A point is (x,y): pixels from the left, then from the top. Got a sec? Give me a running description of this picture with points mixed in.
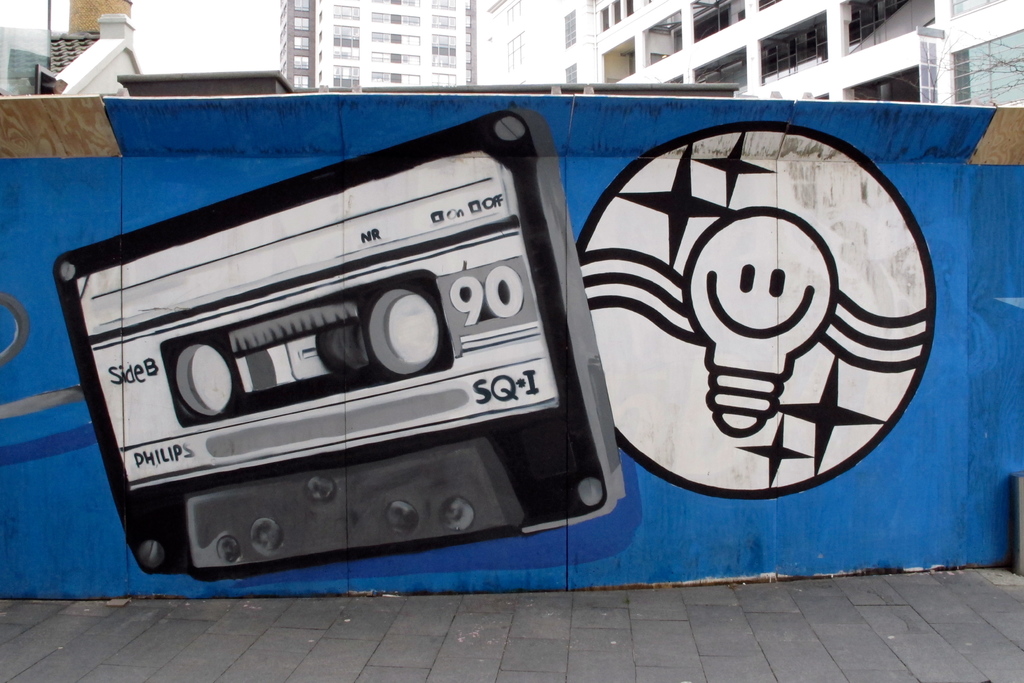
In this image I can see in the middle (389,244) it looks like a painting (602,456) on the wall (481,463), in the background (431,76) there are big buildings (345,16).
